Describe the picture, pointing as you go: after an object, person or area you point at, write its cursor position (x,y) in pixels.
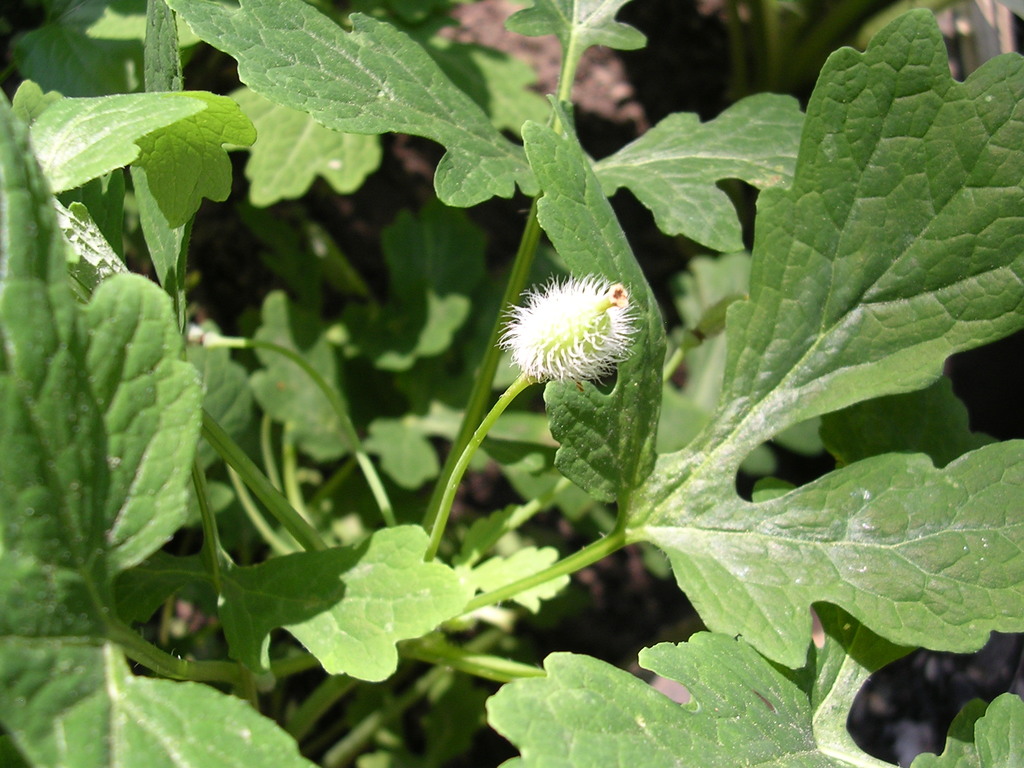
In this image I can see number of green leaves (406,271) and in the centre (622,336) I can see a white colour thing (520,349).
